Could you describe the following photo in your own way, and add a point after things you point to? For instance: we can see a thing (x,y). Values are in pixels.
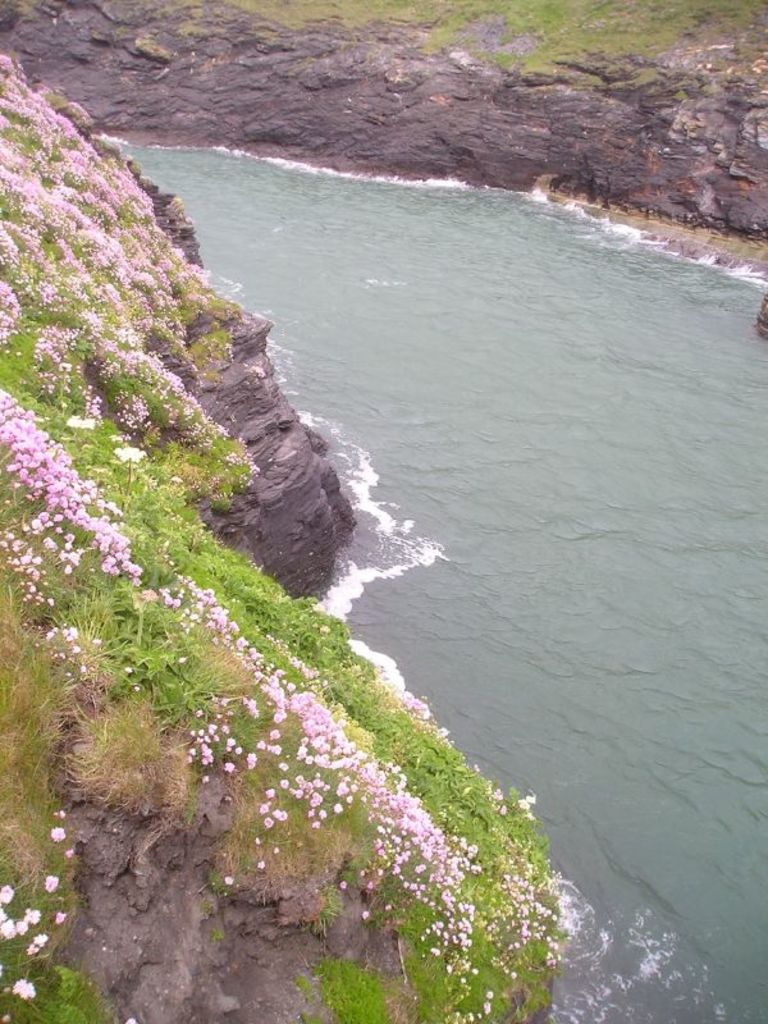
In the center of the image (468,547) there is a river (494,430). On the left side of the image (134,660) there are plants (155,519) with the flowers (165,592) on it. On the right side of the image (600,121) there are rocks (399,78).
